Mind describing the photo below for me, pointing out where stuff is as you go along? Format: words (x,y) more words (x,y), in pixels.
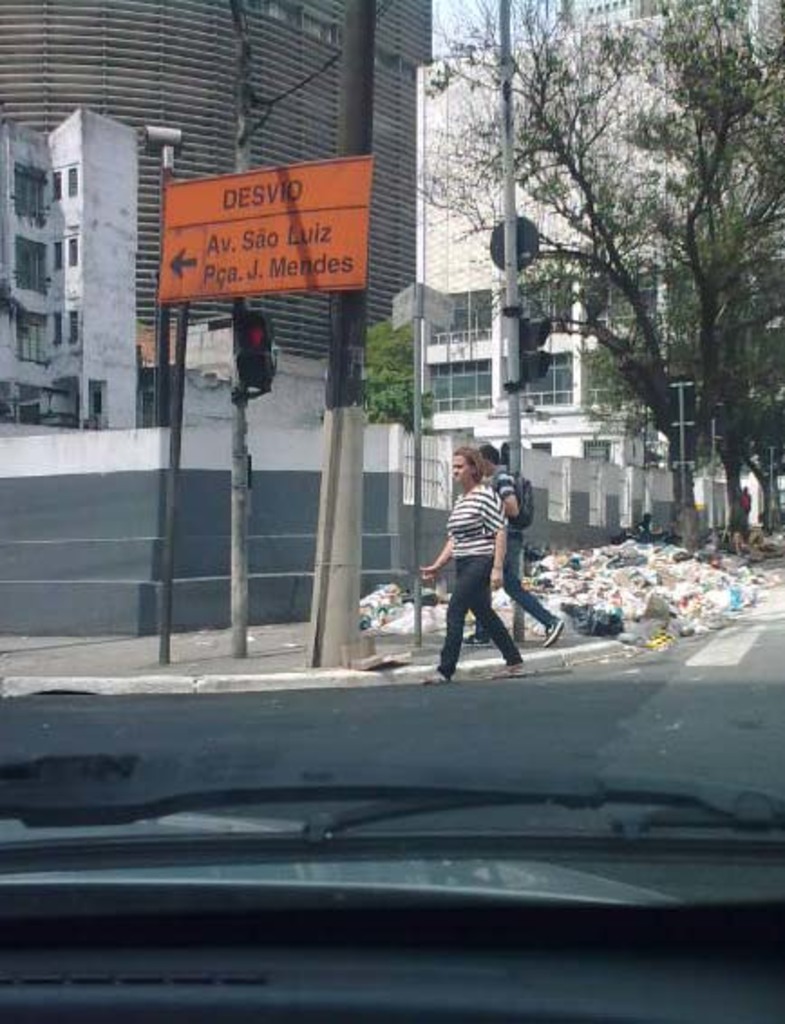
In this image I see the inside view of a vehicle (306,896) and I see the wipers (331,788) over here and through the glass (528,817) I see 2 persons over here and I see the road (433,750) and I see poles (164,349) on which there is a board (173,236) and I see something is written on it and I see the traffic signals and I see the wall (379,442) and in the background (51,293) I see number buildings (556,343) and number of trees (655,195).
